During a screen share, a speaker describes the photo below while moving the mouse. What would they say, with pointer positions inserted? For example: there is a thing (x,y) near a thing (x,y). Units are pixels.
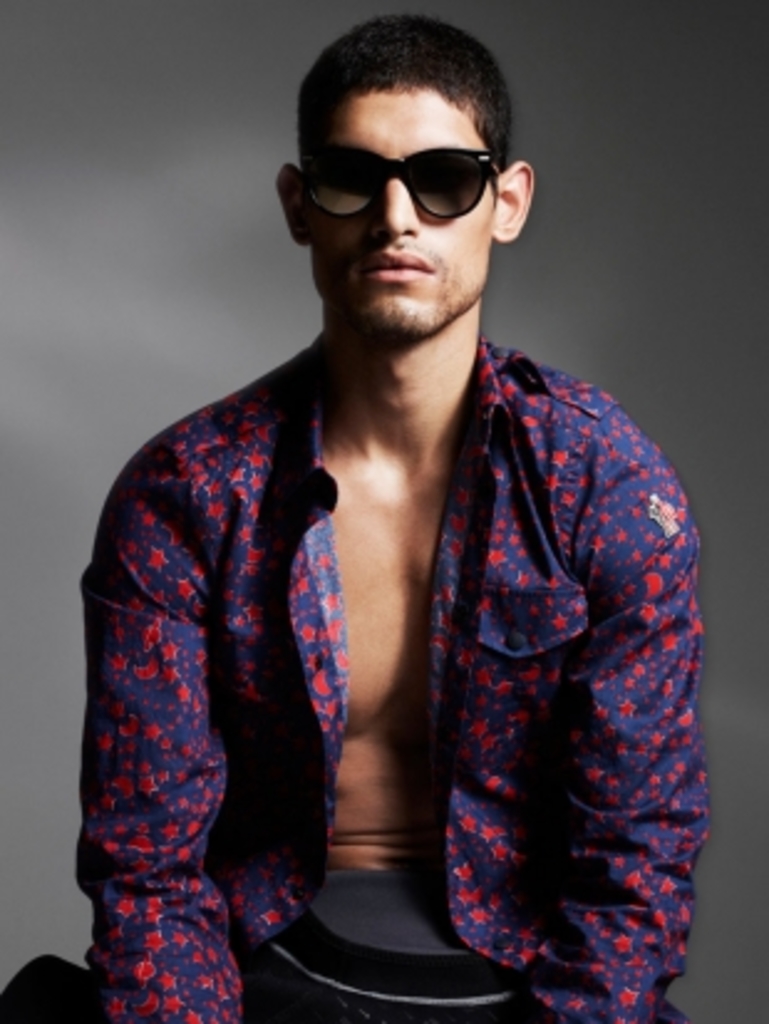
In this picture I can observe a man (321,624) wearing purple color shirt (228,743) and black color spectacles (365,206). The background (664,117) is in grey color.
